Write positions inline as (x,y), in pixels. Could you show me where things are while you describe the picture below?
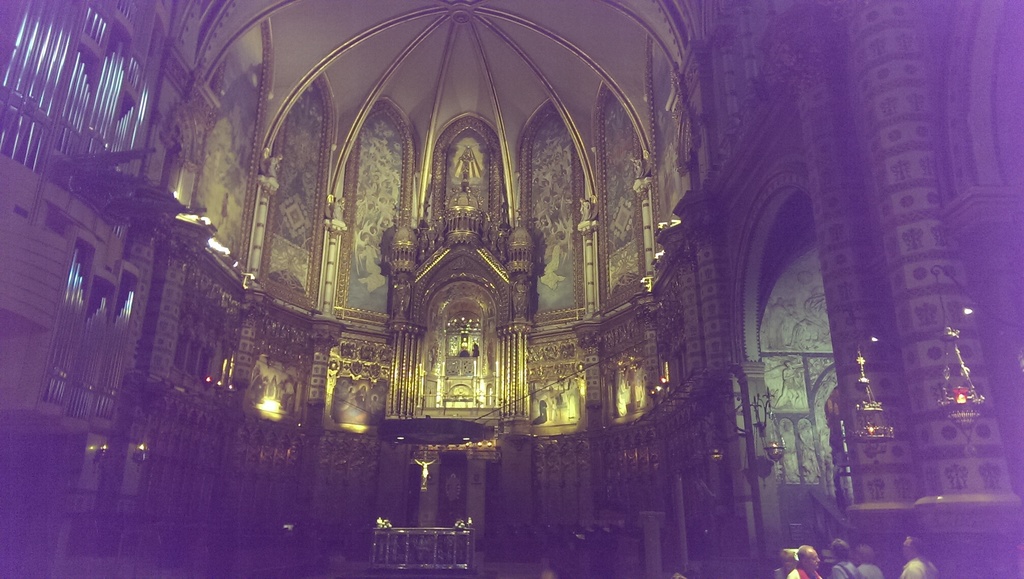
This is taken inside of a church (419,506), where we can see the ceiling (501,25) of a dome (552,37), arch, sculptures (459,208), candle holder (870,392), few persons (838,550) on the right bottom side of the image (801,563).
